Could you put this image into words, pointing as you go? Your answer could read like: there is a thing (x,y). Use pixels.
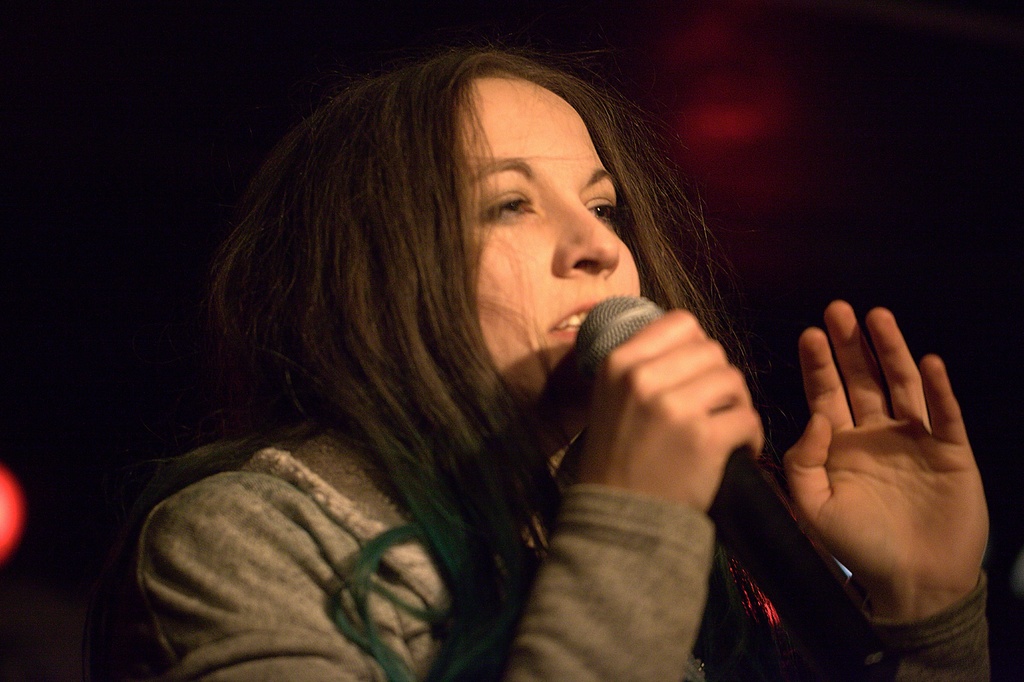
In this picture, we see woman (233,575) wearing grey jacket (293,610) is holding microphone (632,331) in her hands (667,388) and she is talking on microphone (590,325).
